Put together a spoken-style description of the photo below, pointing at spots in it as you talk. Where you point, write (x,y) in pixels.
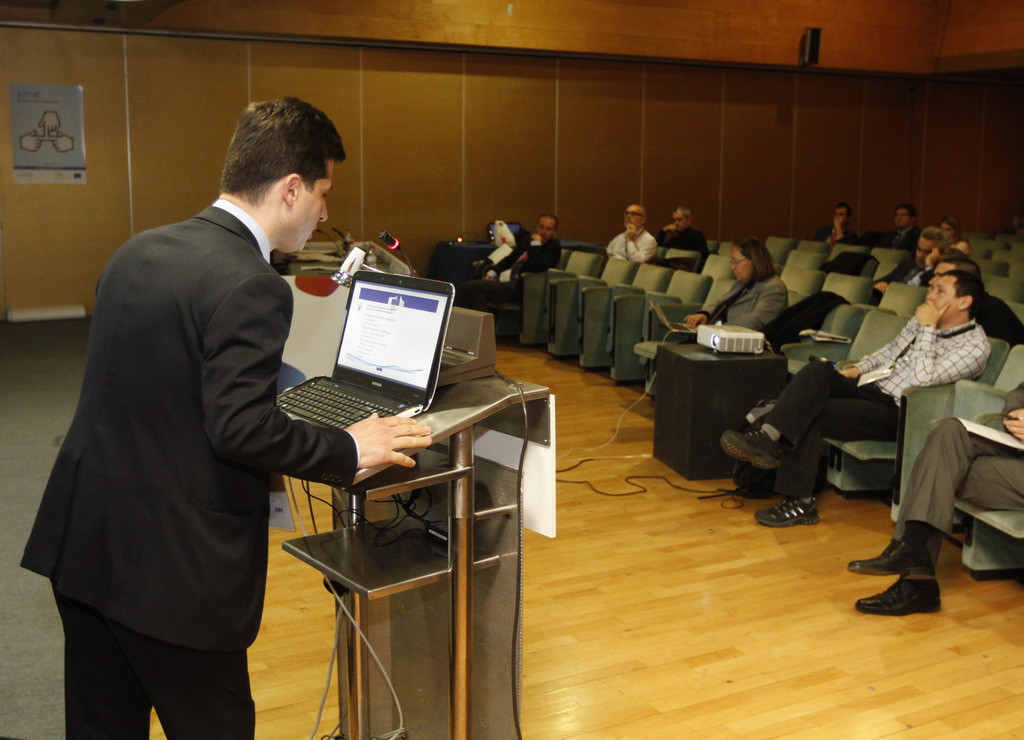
In the foreground (232,362) I can see a person (228,395) is standing on the floor (291,603) in suit (241,509) in front of a table (477,583) on which laptop (436,375) is there. In the background (958,345) I can see a group of people (973,357) are sitting in the chairs (818,254), projector (740,333), wall (390,158) and a board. This image is taken may be in a hall (419,152).
